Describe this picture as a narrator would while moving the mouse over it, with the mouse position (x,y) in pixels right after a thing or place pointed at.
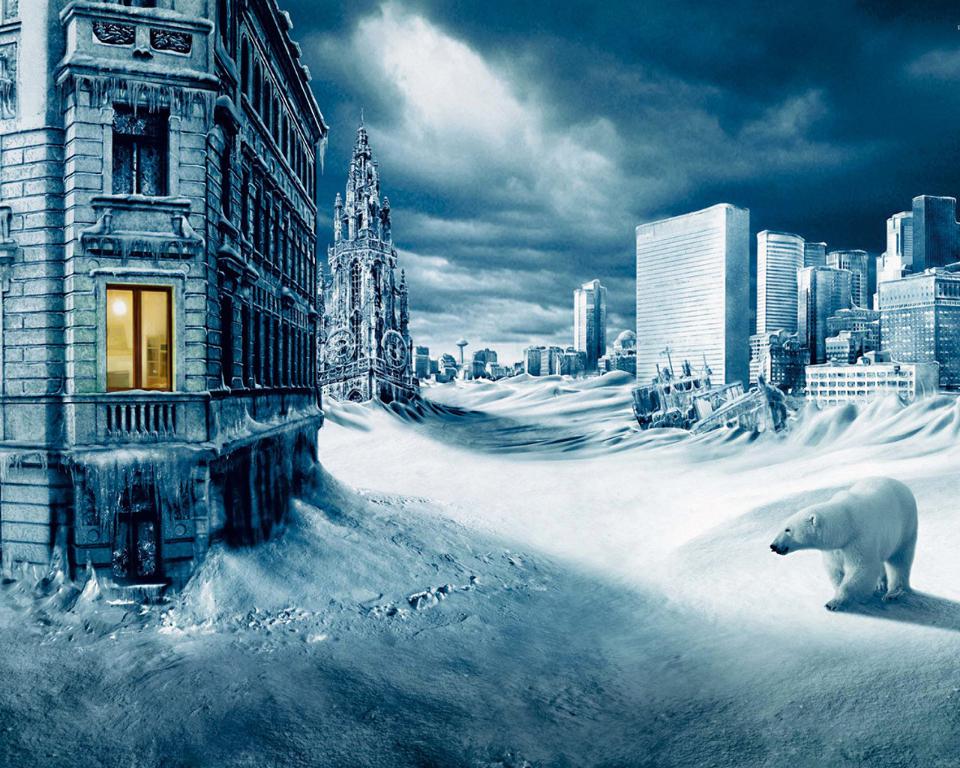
In this image I can see some snow (432,612) on the ground (518,613), a polar bear (854,543) which is black and white in color on the snow (931,577) and few buildings (261,333) which are white and black in color. I can see the window (150,338) of the building (150,338) through which I can see a light (120,312). In the background (484,202) I can see the sky (539,162) and few buildings (548,368).
